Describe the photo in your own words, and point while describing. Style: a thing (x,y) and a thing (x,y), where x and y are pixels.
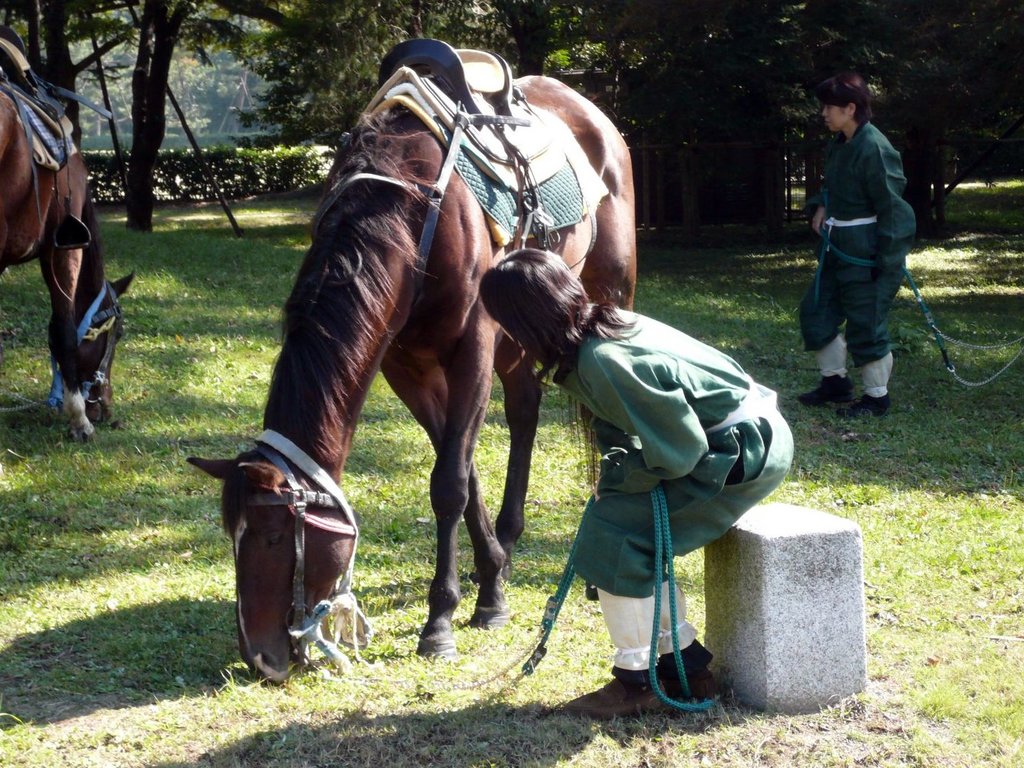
The picture is taken outside a ground (368,549). There are two horses (346,165) in the image and there are two persons (846,170). The ground (156,450) is full of grass (126,494). In the background (199,53) there are trees (261,40).
